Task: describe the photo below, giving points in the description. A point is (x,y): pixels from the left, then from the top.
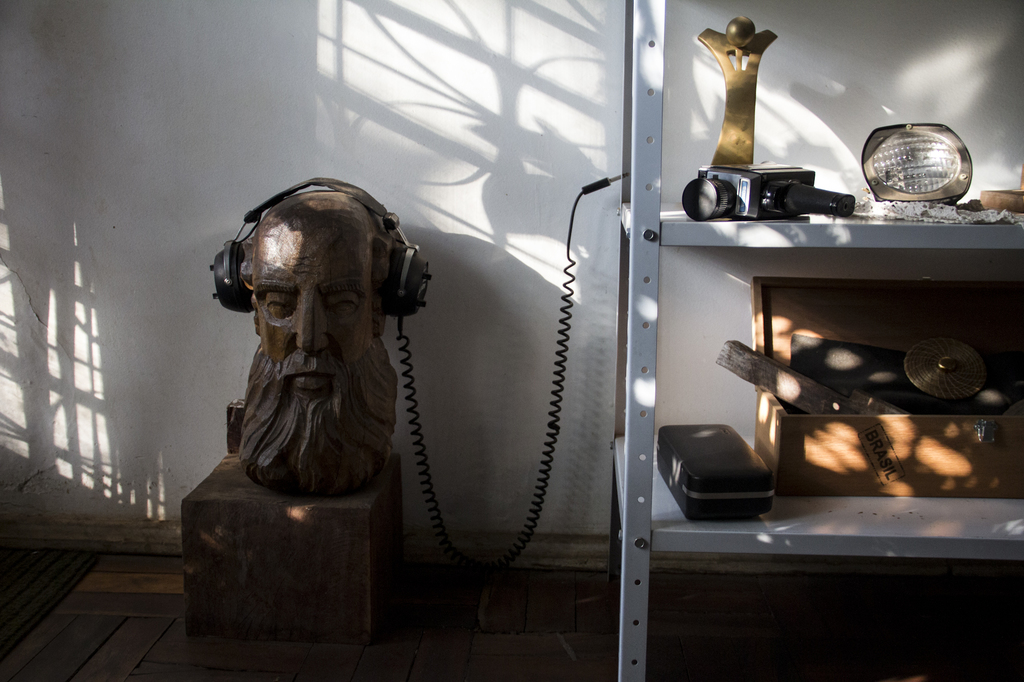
In this image we can see the headphones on a statue (336,213). On the right side (778,441) we can see a camera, a wooden box (768,354) and some objects (855,397) placed on the racks (641,378). On the backside (410,151) we can see a wall (459,231).
